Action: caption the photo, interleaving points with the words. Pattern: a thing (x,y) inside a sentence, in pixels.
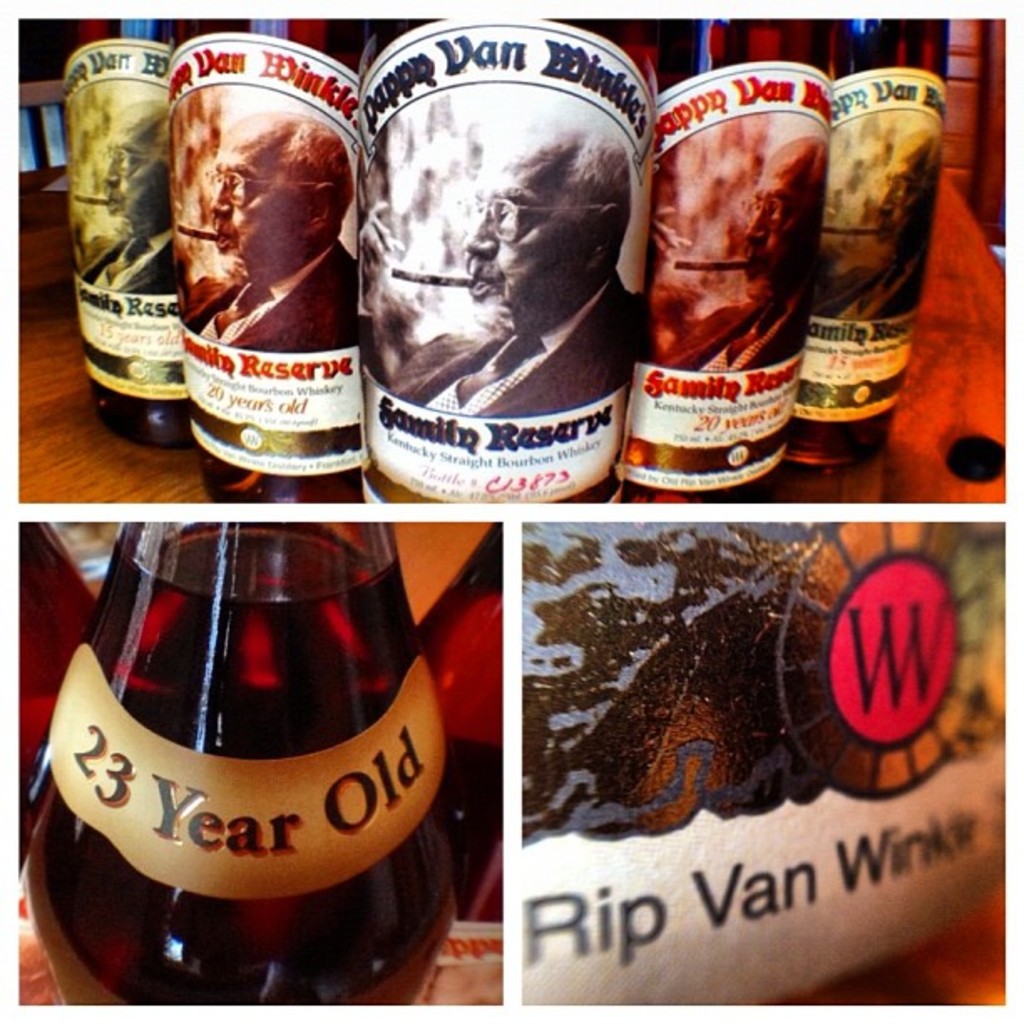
In this picture we can see some bottles (363,954) on the table (921,459).
